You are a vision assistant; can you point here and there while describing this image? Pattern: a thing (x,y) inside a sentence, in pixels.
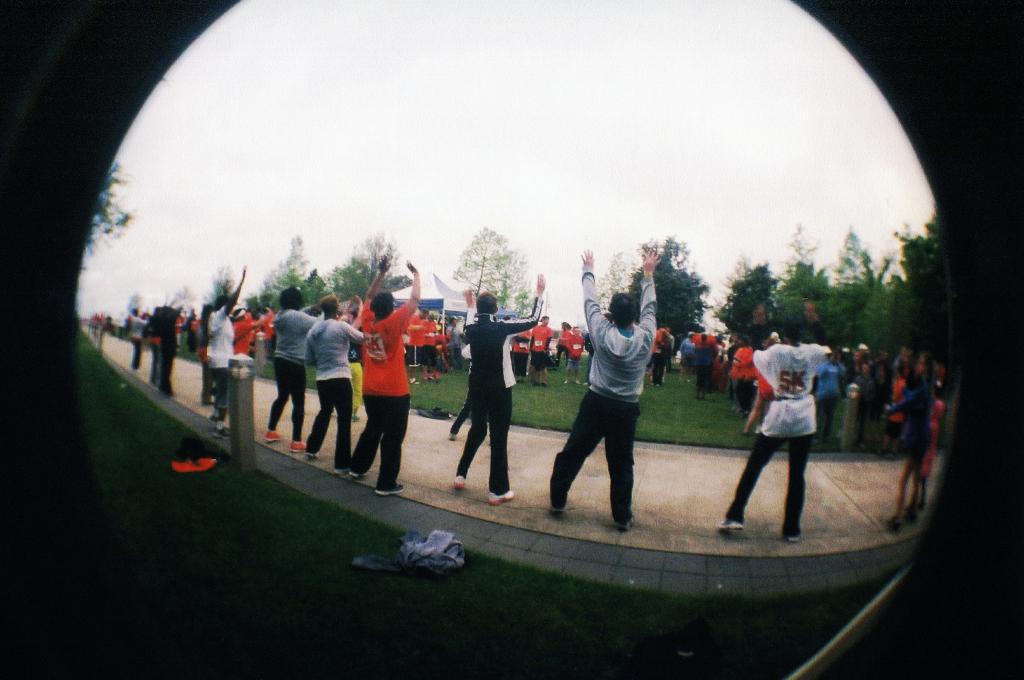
In this image we can see few people (330,356) standing on the road (643,486) and few people (720,370) standing on the grass (661,425), there are few objects (425,558) looks like clothes (429,570) and an iron rod (239,415) behind the people (533,382) and in the background (850,283) there are objects (435,295) looks like banners (459,307) and trees (519,302) and the sky (442,277).
